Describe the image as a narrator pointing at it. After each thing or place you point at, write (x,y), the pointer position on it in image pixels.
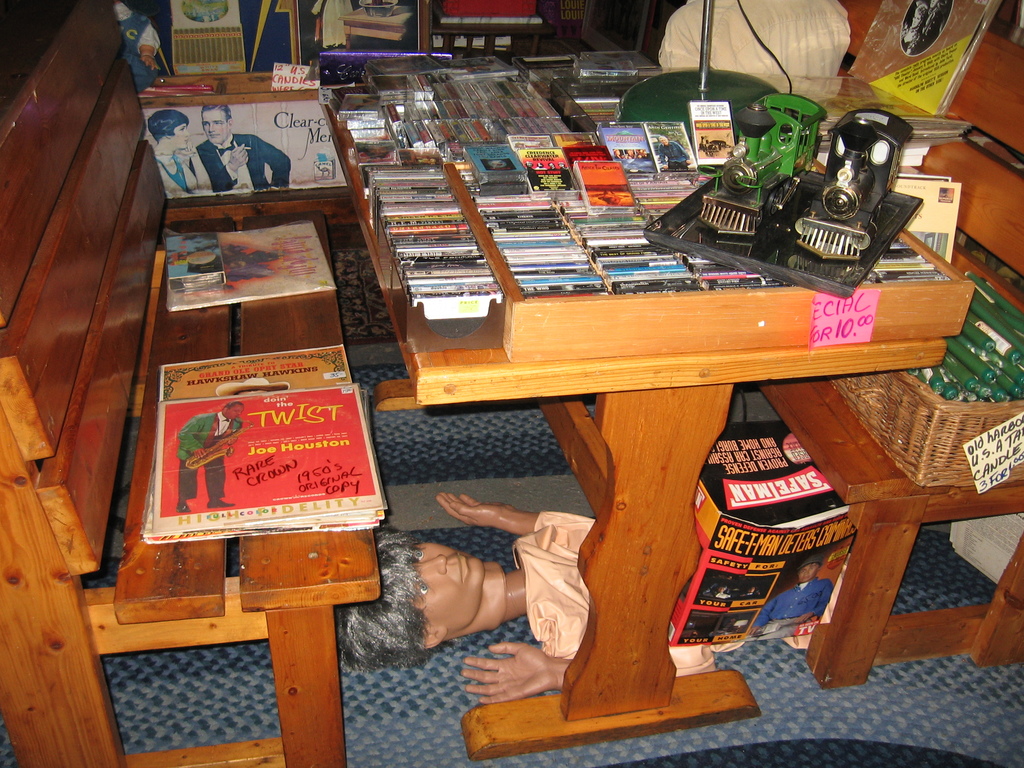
This is the picture of a table (578,412) on which some things (561,351) are placed.
